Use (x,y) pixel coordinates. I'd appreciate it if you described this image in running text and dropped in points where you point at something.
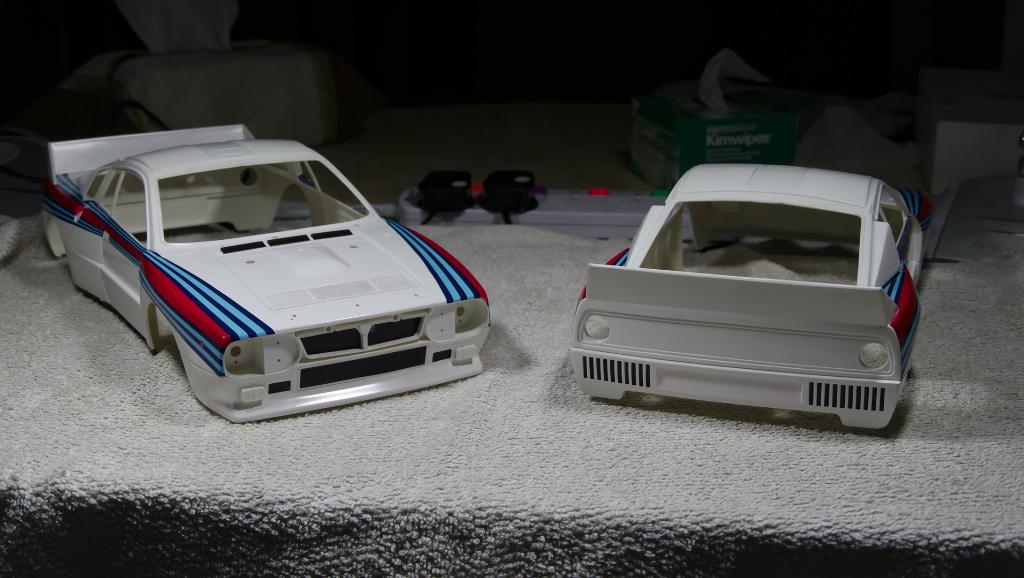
In this picture we can see few toys (679,327) and a tissue box (738,111).
